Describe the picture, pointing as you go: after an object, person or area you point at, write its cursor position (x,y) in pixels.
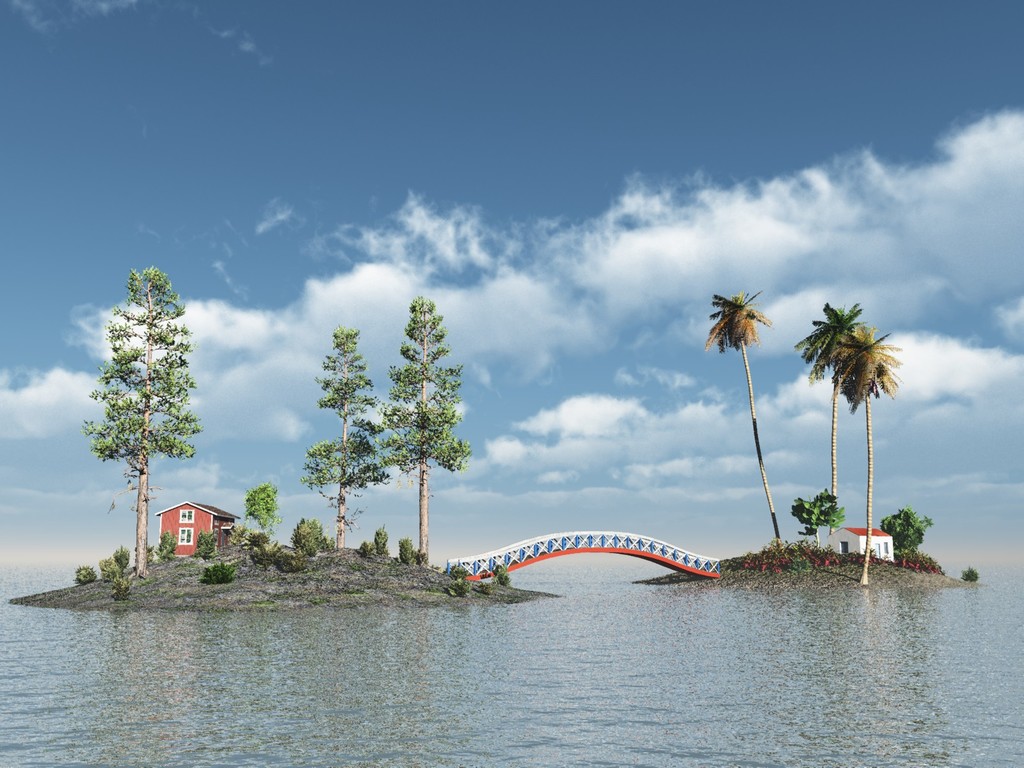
In this image we can see water (751,612), buildings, walkway bridge (477,556), trees (464,452), bushes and sky (642,282) with clouds (464,288).
